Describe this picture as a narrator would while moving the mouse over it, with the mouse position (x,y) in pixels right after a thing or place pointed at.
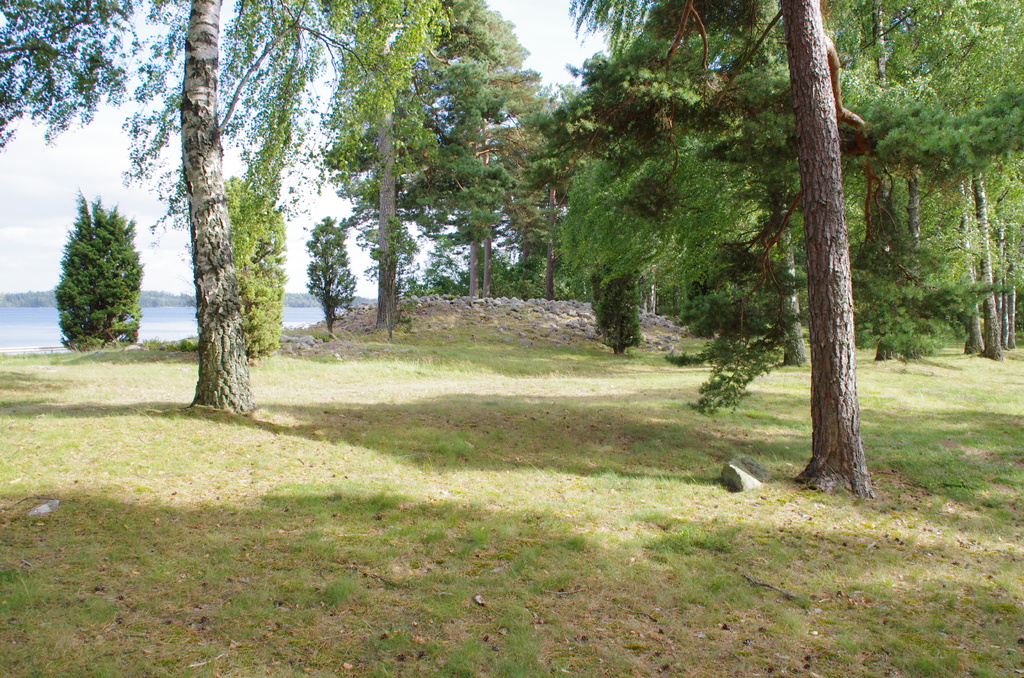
In this picture we can see trees (406,252), stones (545,316), grass (394,456) and in the background (35,165) we can see sky (35,165) with clouds (38,180).
